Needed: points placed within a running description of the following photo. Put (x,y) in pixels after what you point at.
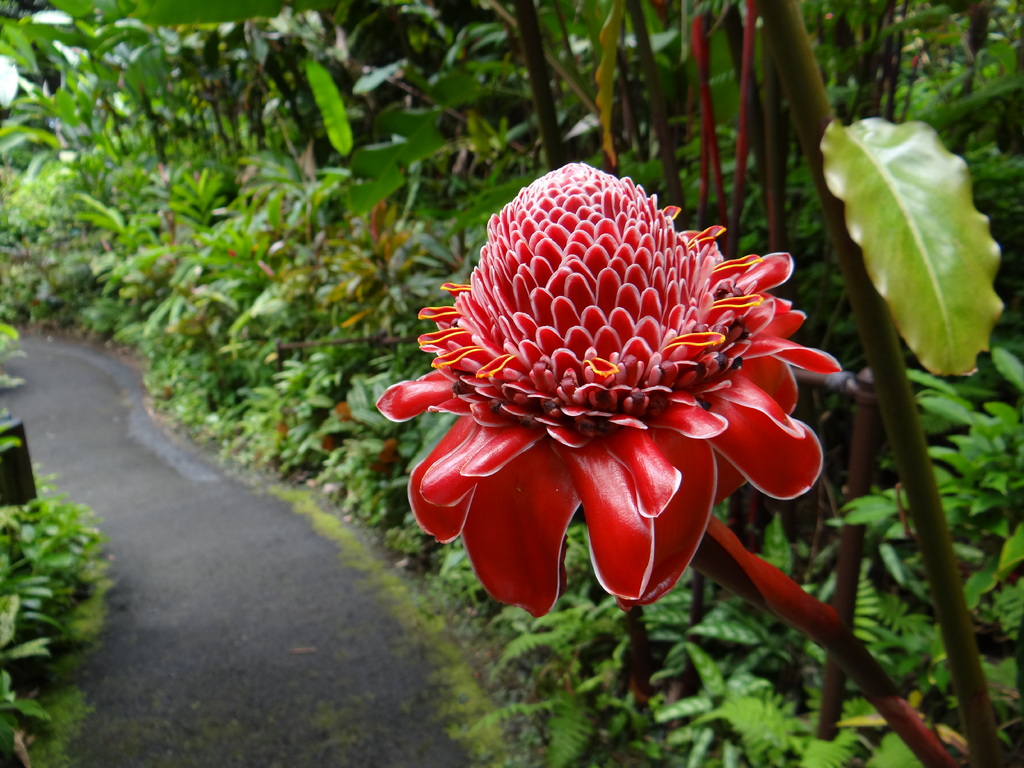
In this image we can see many trees (651,131) and plants (506,200). There is a road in the image. There is a flower (681,333) to the plant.
